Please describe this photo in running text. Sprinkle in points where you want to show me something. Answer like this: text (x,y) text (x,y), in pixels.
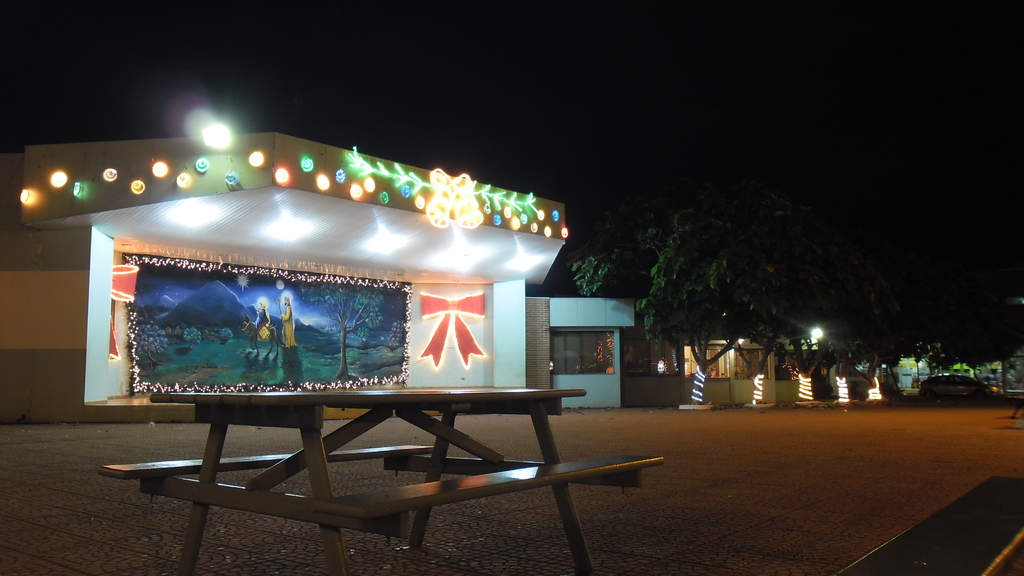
In the center of the image (535,352) there are buildings (602,339) and we can see decor lights (433,199). On the right (789,304) there are trees (940,336) and a car (982,396). At the bottom (342,561) there is a bench (494,478).
